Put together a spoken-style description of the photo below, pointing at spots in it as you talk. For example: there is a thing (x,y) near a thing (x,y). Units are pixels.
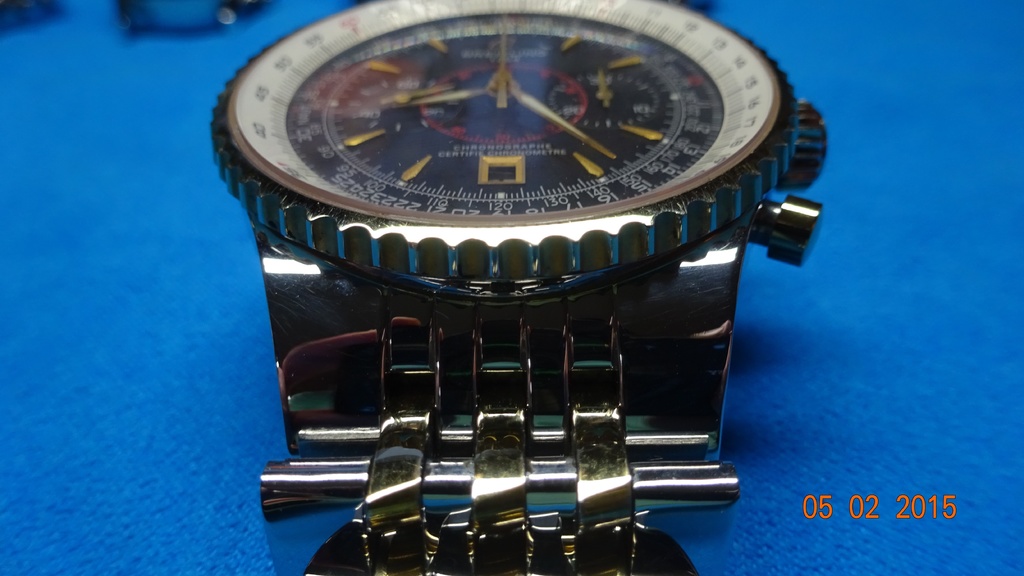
This image consists of a wristwatch (568,380) kept on a table (233,342). The table (849,310) is covered with a blue cloth (143,443). The watch (450,460) is made up of metal (542,523).
